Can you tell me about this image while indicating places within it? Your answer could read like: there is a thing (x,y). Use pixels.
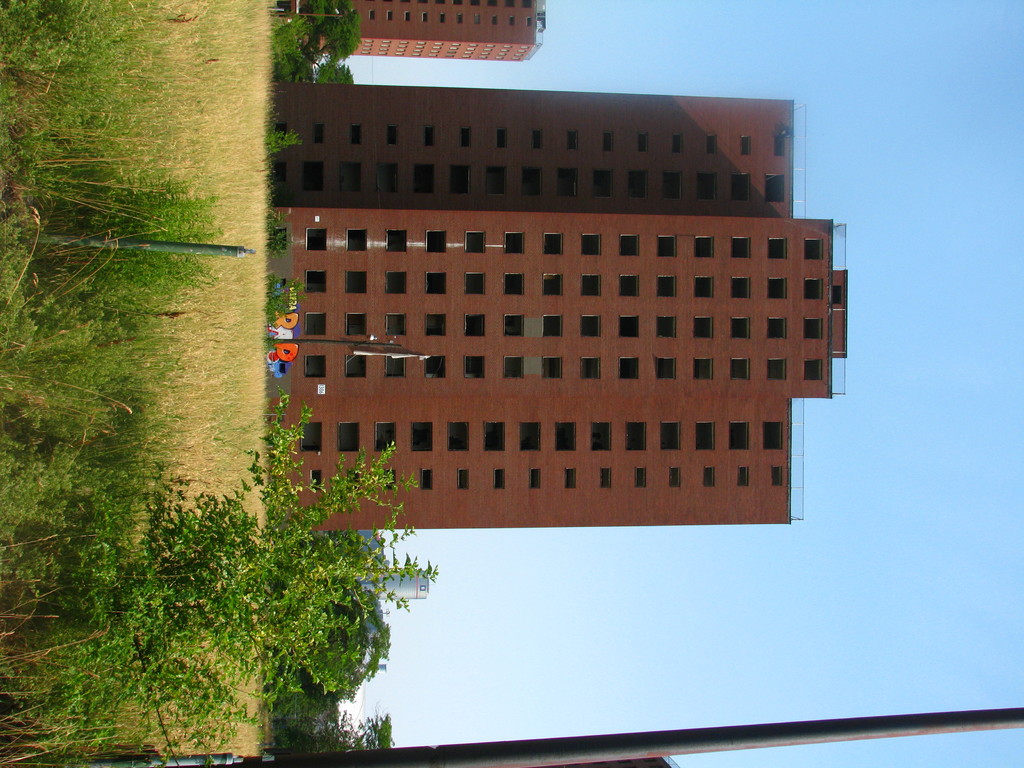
In this image in the center (568,403) there are some buildings (552,408), at the bottom (453,762) there is a pole (773,725) and on the left side (161,307) there is grass (169,499) and some plants (210,554). On the right side (950,298) there is sky (926,181).
